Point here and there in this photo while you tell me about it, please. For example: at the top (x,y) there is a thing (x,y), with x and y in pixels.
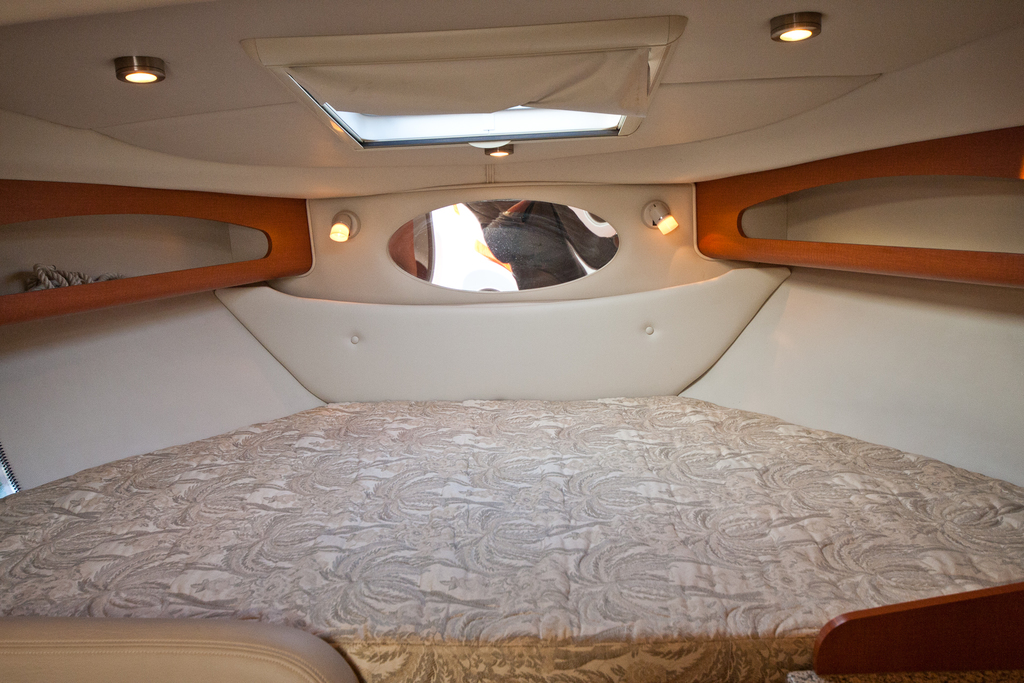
In this image there is a bed (605,515) and in the background (440,229) there is a mirror (511,277) on the top (645,206) there are lights (659,202) and on the left side (68,312) there is a shelf (86,292) and on the shelf (82,304) there is a rope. On the right side (846,251) there is an empty shelf (826,246).
